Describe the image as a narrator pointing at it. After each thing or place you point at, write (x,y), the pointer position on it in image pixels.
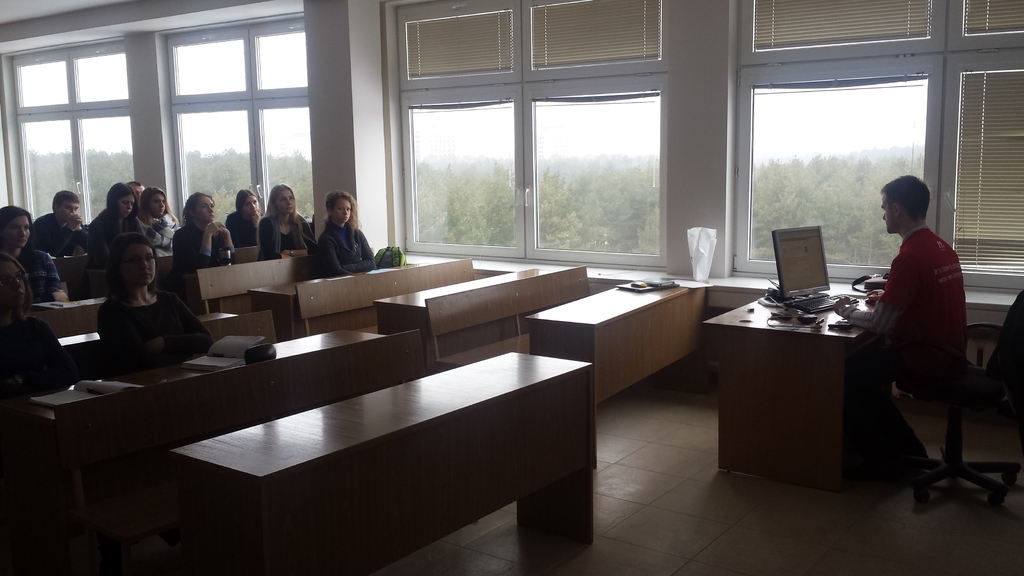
In this image there are group of persons (170,334) sitting. On the right side (911,347) there is a person (888,342) sitting and looking at the monitor (817,271) which is in front of him. On the table (791,326) there is a monitor (793,291), keyboard (817,301), and there are wires (777,309). In the center (551,198) there are windows (476,204) and behind the windows (549,187) there are trees (590,183). In the front (336,446) there are empty benches (452,341).
